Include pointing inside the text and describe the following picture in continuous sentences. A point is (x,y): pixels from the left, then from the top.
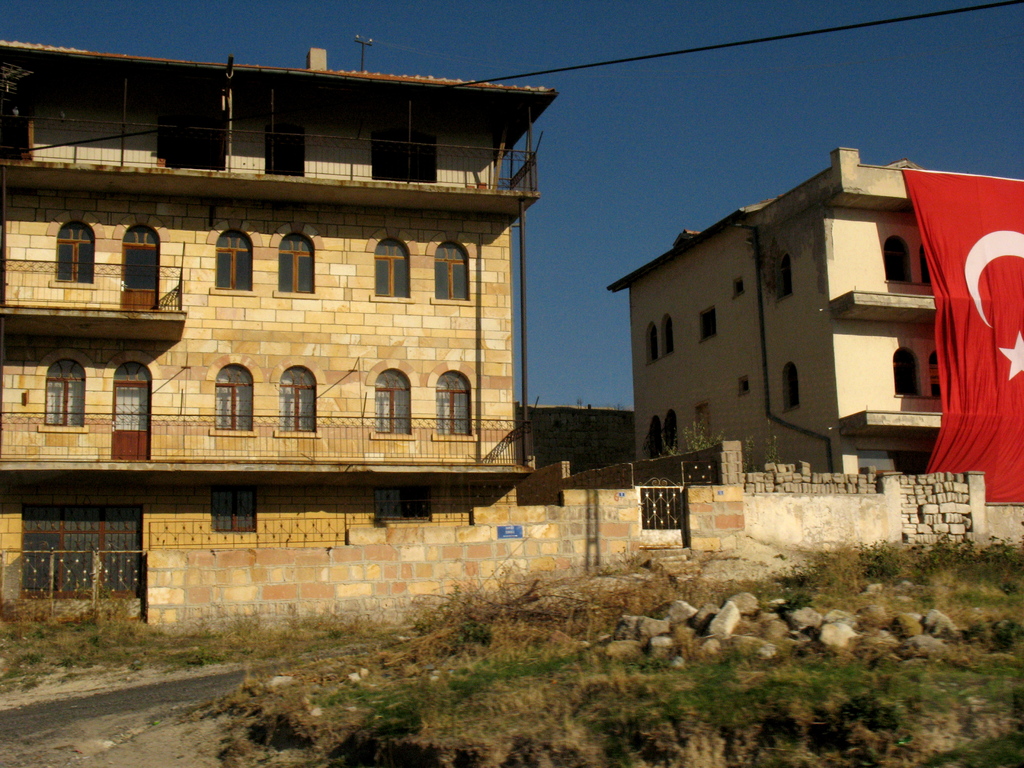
In the image there are buildings (756,353) in the back (818,417) with a flag (1006,222) on the right side (1002,448), in the front (678,618) there are rocks (722,653) on the land (622,659) and above its sky (681,190).
